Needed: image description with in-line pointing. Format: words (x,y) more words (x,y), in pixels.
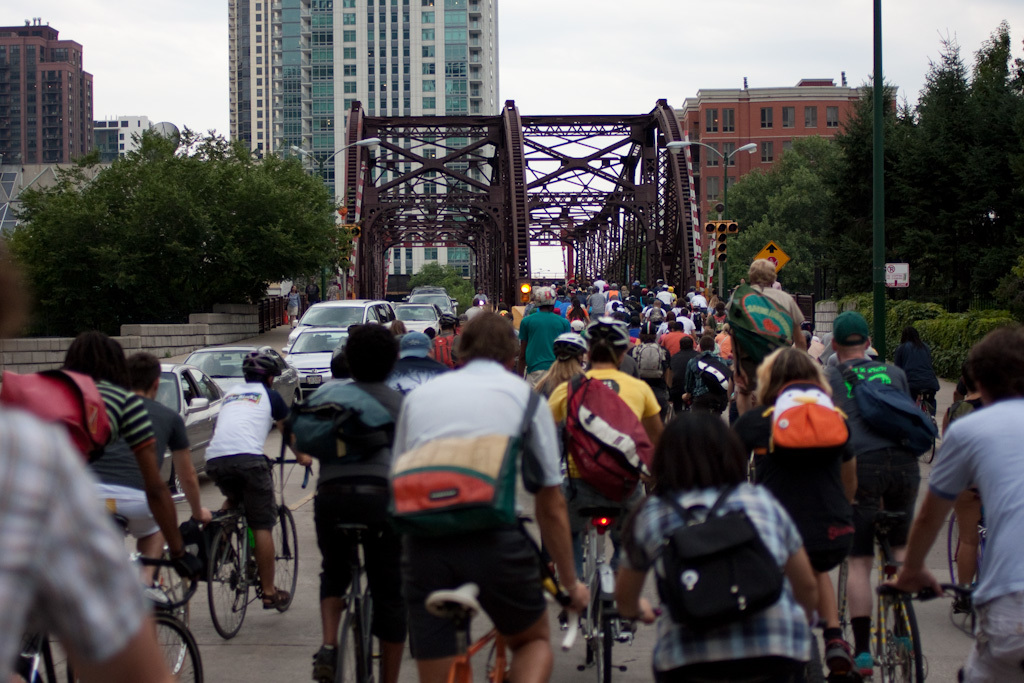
In this picture we can see a group of people (545,447) carrying their bags (601,442) and riding bicycles (597,575) on road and beside to them we have cars (192,360) and in background (295,220) we can see tree (280,270), wall (182,334), foot path (269,337), buildings (343,81), sky (614,85), pole (755,143), traffic lights (712,221), sign board (774,255).
